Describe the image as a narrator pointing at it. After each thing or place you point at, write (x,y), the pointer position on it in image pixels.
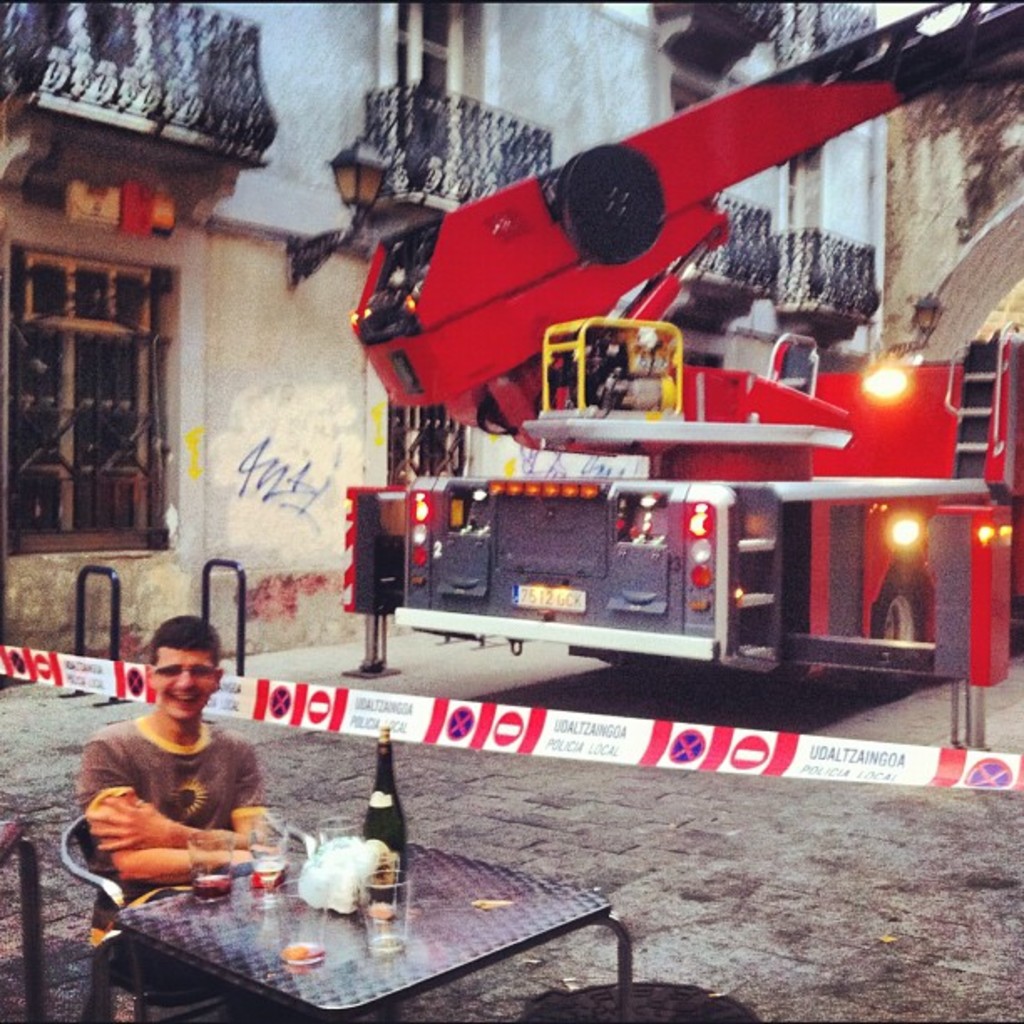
In this image in the foreground (165,832) there is one man (141,873) sitting on chair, in front of him there is a table (411,928). On the table (428,882) there is a bottle (380,868), glass (377,887), jars (207,894) and tissue papers (334,853), and in the background (356,703) there is a tape (40,671) and a vehicle (511,509) and buildings (329,526). At the bottom (633,841) there is walkway (698,939).
